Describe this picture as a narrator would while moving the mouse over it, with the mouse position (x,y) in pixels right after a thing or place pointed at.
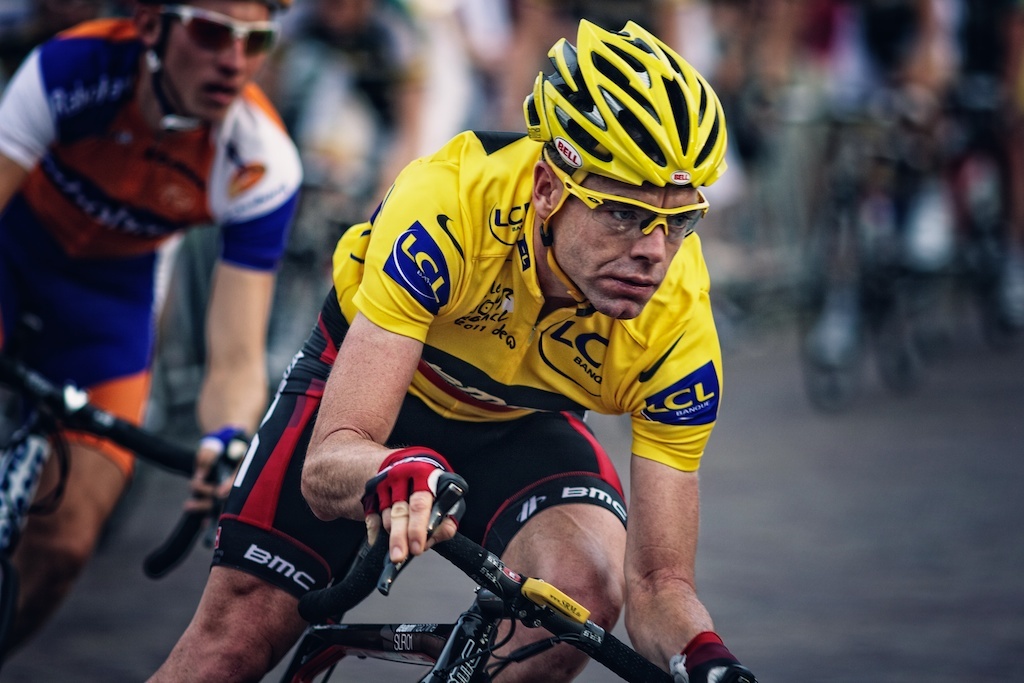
In this image we can see some people (282,465) are riding bicycles (510,577) in a race, on road (844,418) and the background (985,96) is blurred.
